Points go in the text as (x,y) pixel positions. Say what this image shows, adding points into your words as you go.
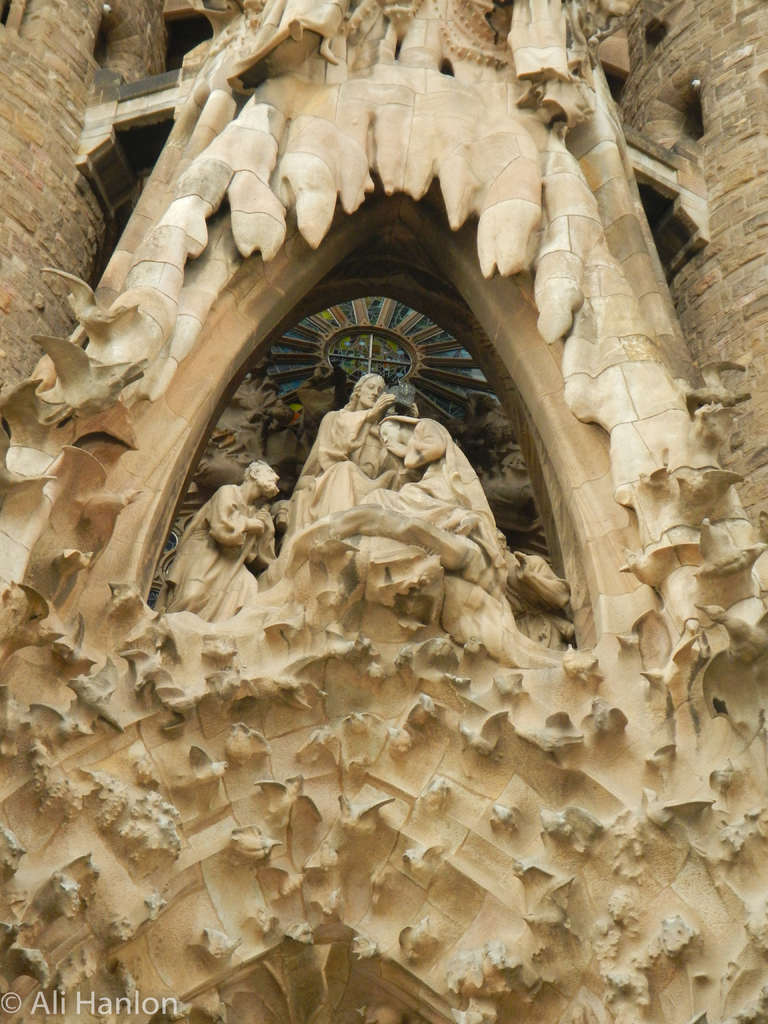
This picture shows the huge stone sculpture statues (273,587) in the middle of the stone pillars (32,128).
